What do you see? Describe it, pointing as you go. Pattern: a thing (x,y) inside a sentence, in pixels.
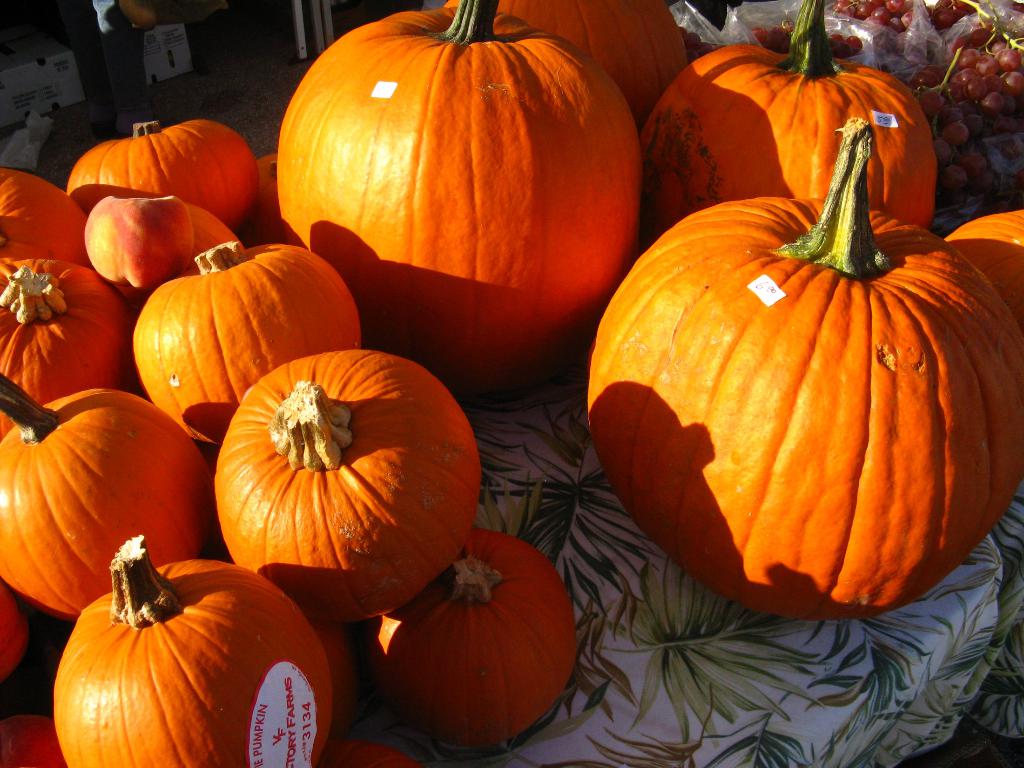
In the center of the image (462,362) we can see pumpkins (689,421), grapes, cloth (648,585) are present on the table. At the top left corner (185,75) we can see some box (43,57), floor (240,68) are there.
